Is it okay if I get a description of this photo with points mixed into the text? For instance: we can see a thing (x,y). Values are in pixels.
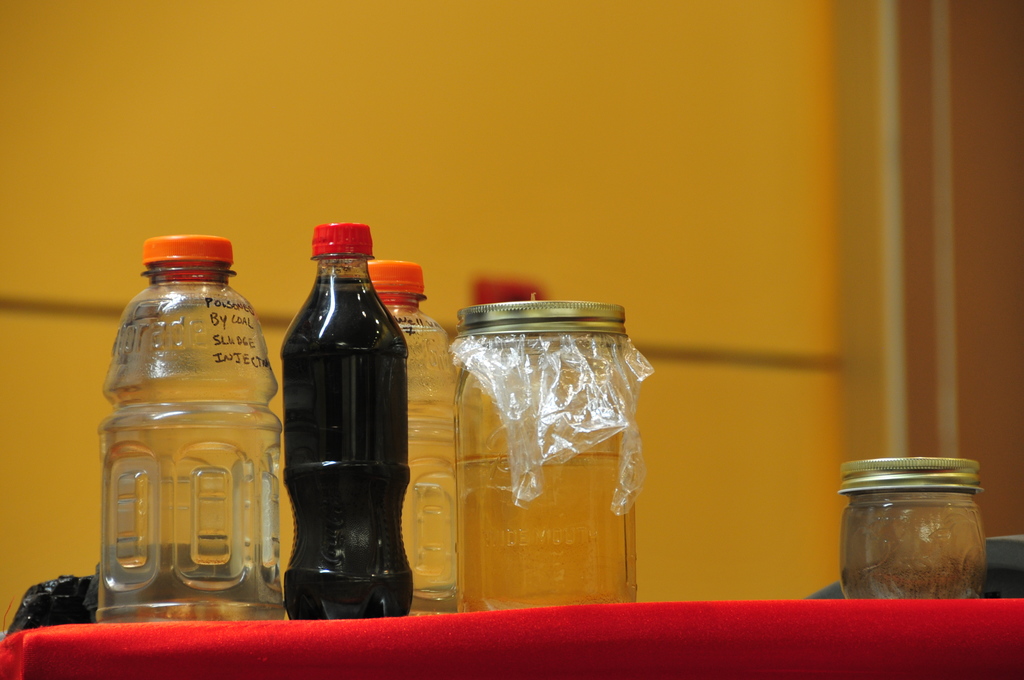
In this picture there are three bottles (334,416) and two jars (548,466). There is a red cloth (471,661).
